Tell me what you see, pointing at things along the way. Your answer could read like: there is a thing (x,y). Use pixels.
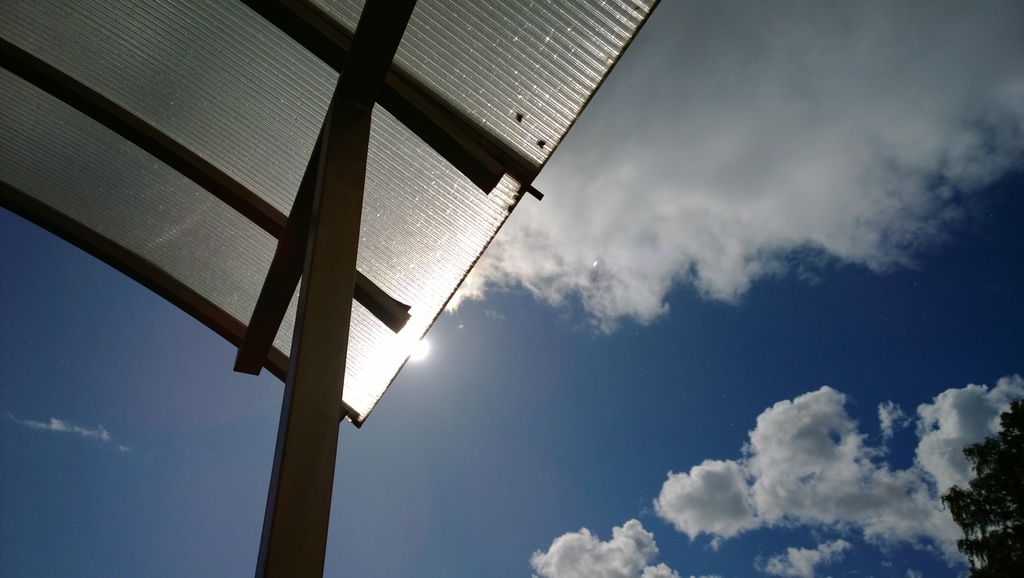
In this image we can see the roof (297,108) which is covered with the translucent plastic sheets (379,223). At the top (684,155) there is the sky (715,247) with the clouds (709,215). On the right side (977,524) bottom there are trees (971,495).
